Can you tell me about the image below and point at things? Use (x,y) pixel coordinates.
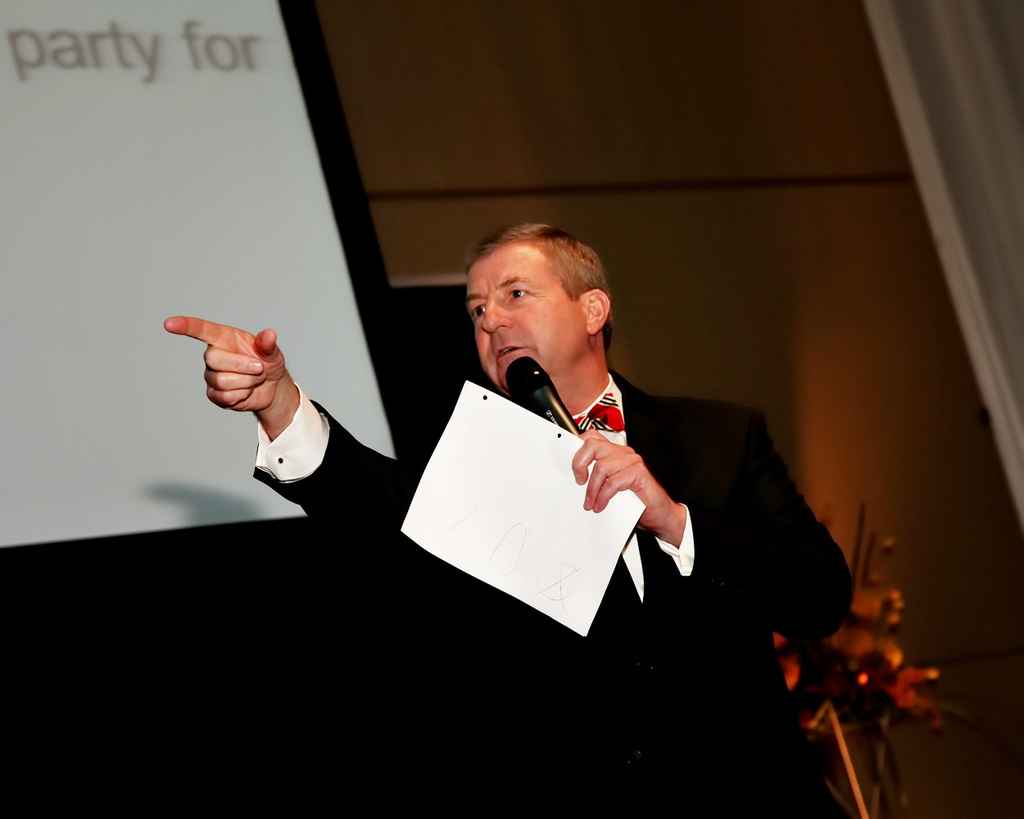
In this image I can see the person (533,296) standing and holding the microphone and the paper (527,469) and the person (620,479) is wearing black blazer (658,436), white color shirt (607,437). In the background (196,159) I can see the projection screen (204,114).
